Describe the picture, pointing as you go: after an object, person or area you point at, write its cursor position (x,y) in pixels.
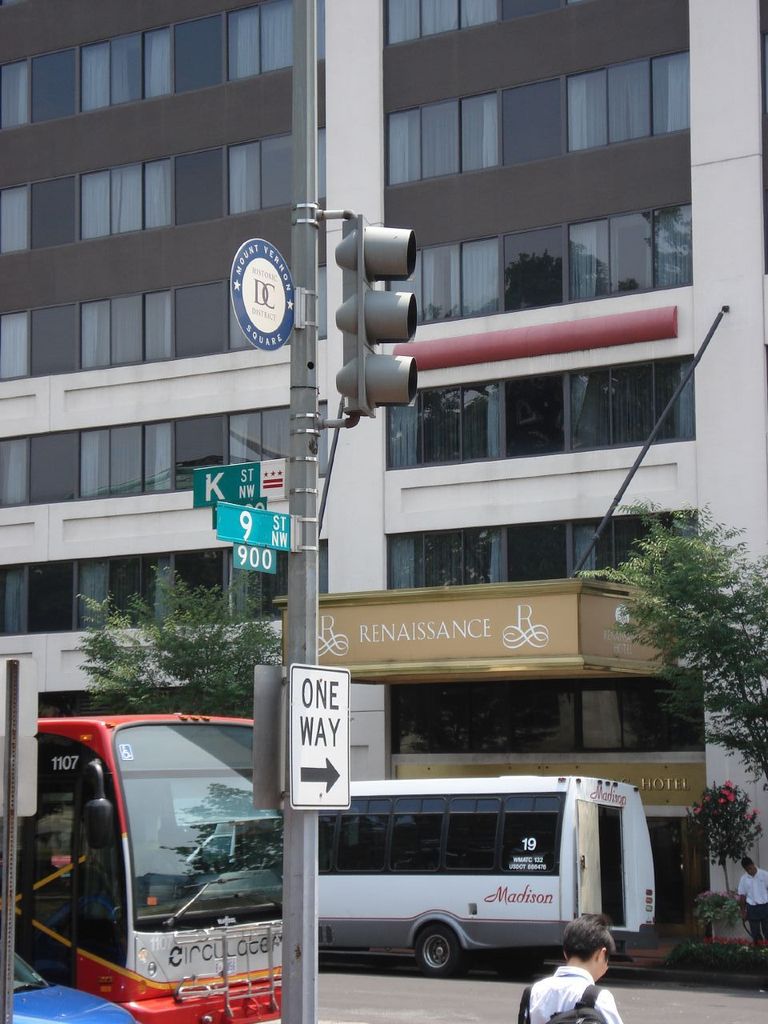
In this image there is a building (432,357), in front of the building (504,455) there are trees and two buses (415,808) on the road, and there is a person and a traffic light (384,313) and sign boards (312,721).
